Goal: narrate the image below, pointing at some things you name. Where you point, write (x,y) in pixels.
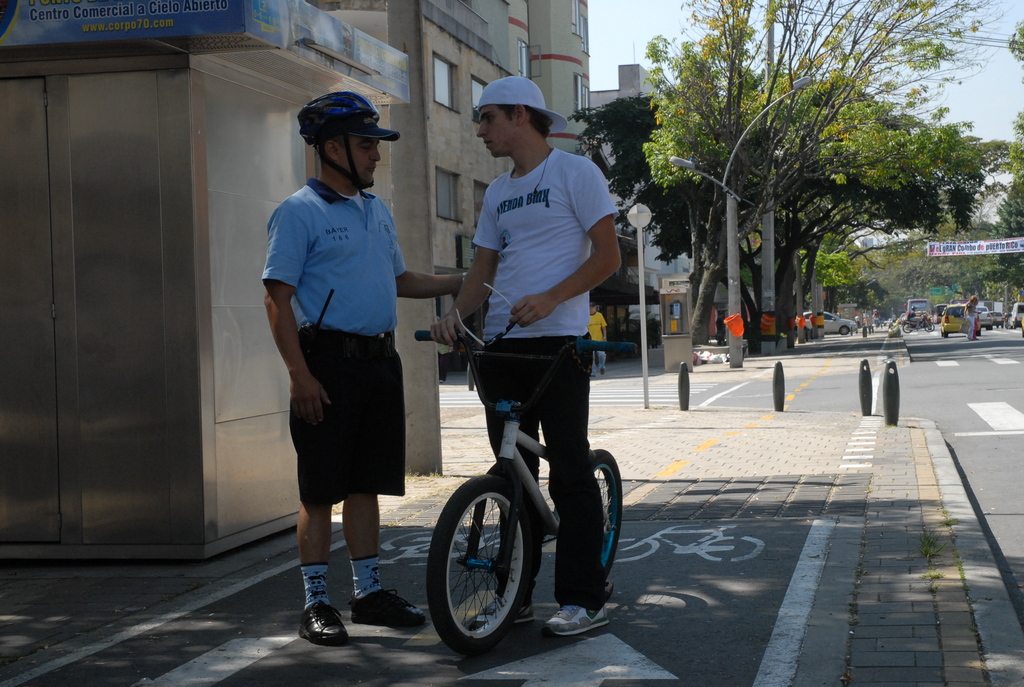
In this image there are two persons (354,272) standing and talking on the footpath (673,477). At the back (739,228) there are trees (713,211) on the footpath (770,474) and there is a street light (732,267). There are vehicles (945,314) on the road (946,341) and at the left (186,294) there is a building (459,72) and at the top (603,25) there is a sky (633,29).
